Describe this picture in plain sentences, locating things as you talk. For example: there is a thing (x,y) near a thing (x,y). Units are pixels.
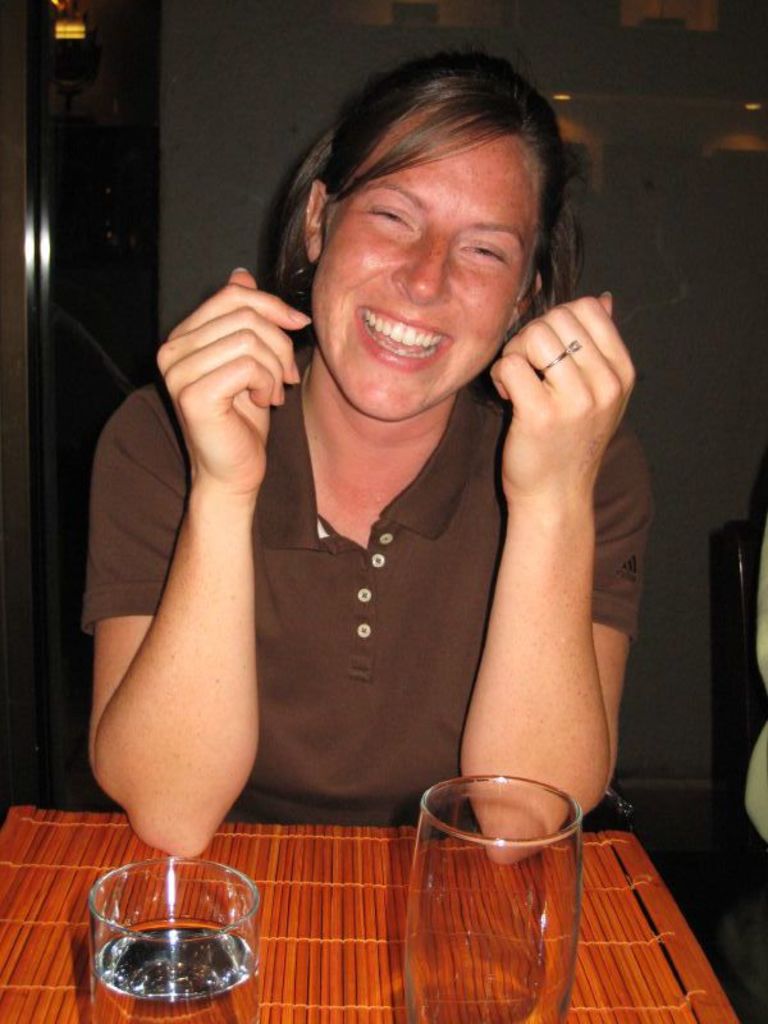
At the bottom of the image (446,989) there are glasses (199,999). And on the left side (131,937) there is a glass (171,948) with water (180,990). And also there is a mat (308,893). Behind them there is a lady (177,520) smiling. Behind her on the left side (45,652) there is an object (36,501). And on the right side (723,638) there is a chair (737,730).
